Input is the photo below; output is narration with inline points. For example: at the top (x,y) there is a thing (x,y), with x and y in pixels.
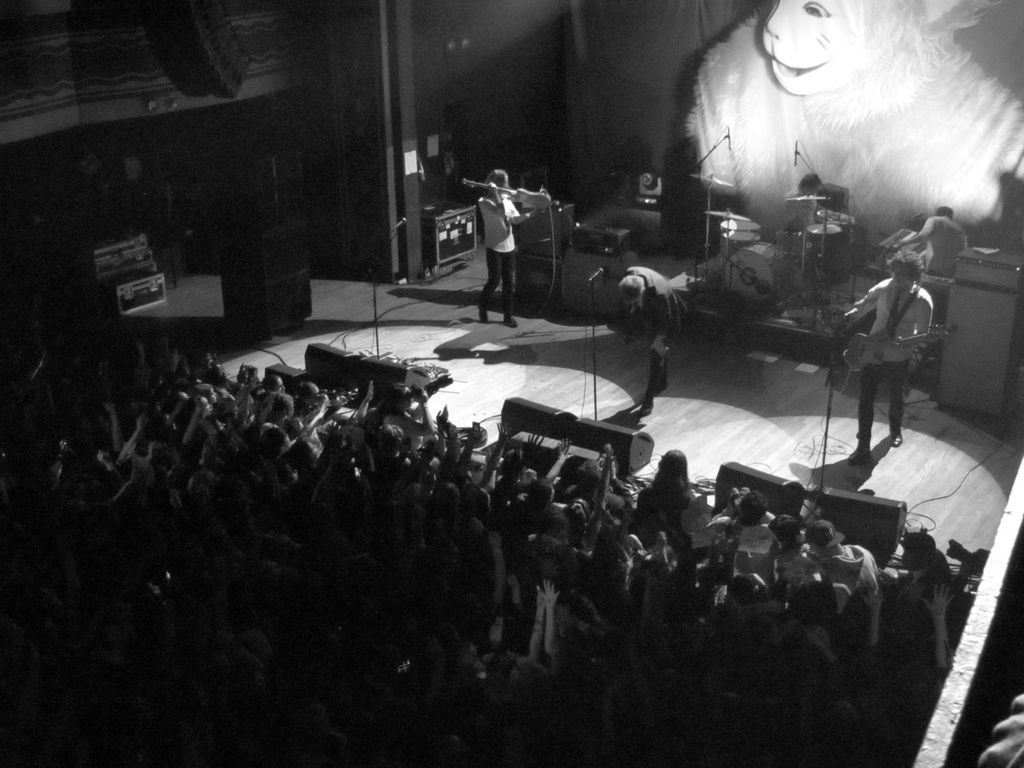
This picture might be taken in a concert, in this image there are some people (662,351) who are on stage (606,396) and some of them are holding musical instruments (731,296) and playing. And also there are some mikes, at the bottom of the image (256,612) there are group of people (510,569) standing. And in the background (640,109) there are some speakers (518,264) and screen (878,52), on the screen (712,55) there is some toy (714,62) and also some other objects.
